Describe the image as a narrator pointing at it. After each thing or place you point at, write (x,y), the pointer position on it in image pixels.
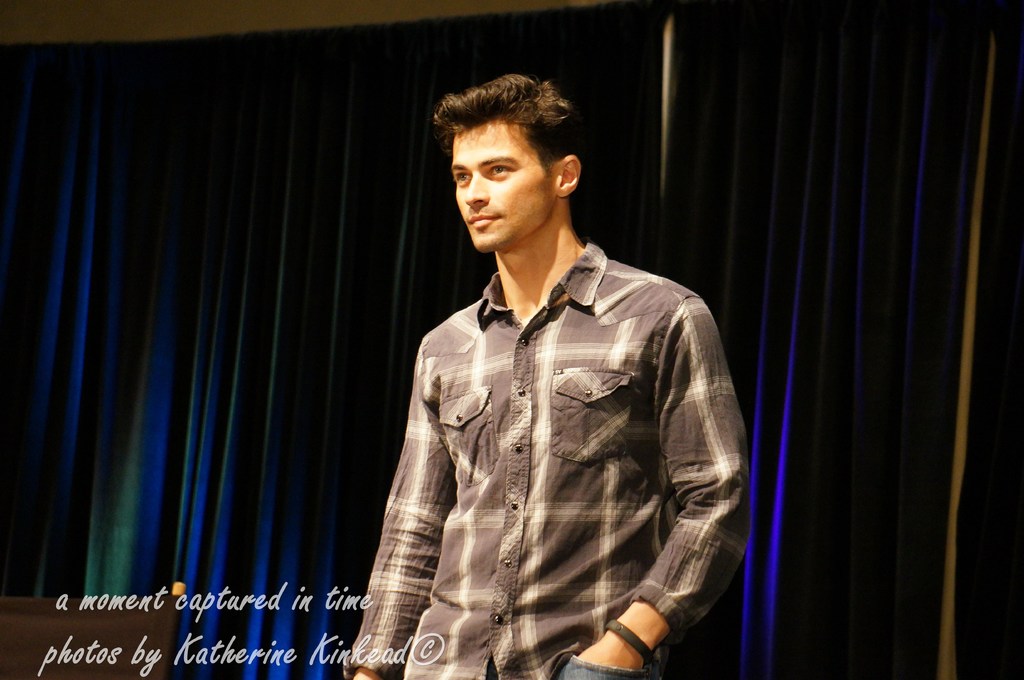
In this image in the center (623,375) there is one man (493,541) who is standing and in the background (847,342) there is a wall (116,10) and curtains (218,401), at the bottom of the image (184,644) there is some text (55,646).
